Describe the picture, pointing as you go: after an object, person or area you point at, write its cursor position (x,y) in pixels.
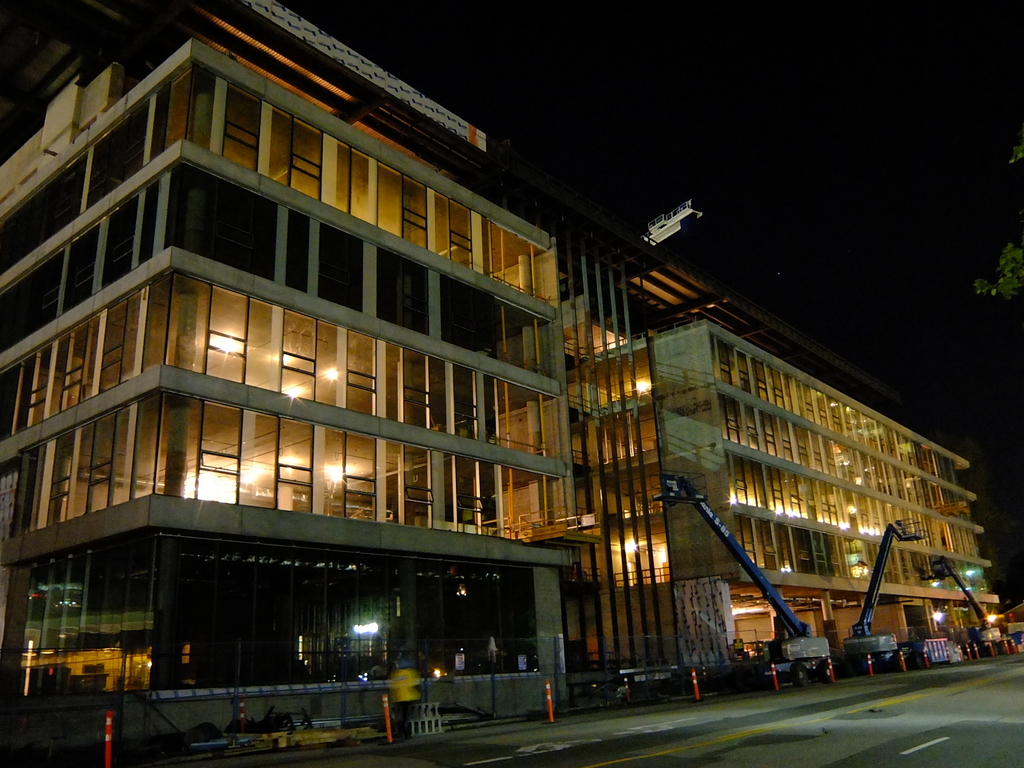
In the center of the image (547,304) there are buildings (463,571). There is road (622,739) with safety poles (386,718) and vehicles (881,644). At the top of the image (666,36) there is sky (717,142).
